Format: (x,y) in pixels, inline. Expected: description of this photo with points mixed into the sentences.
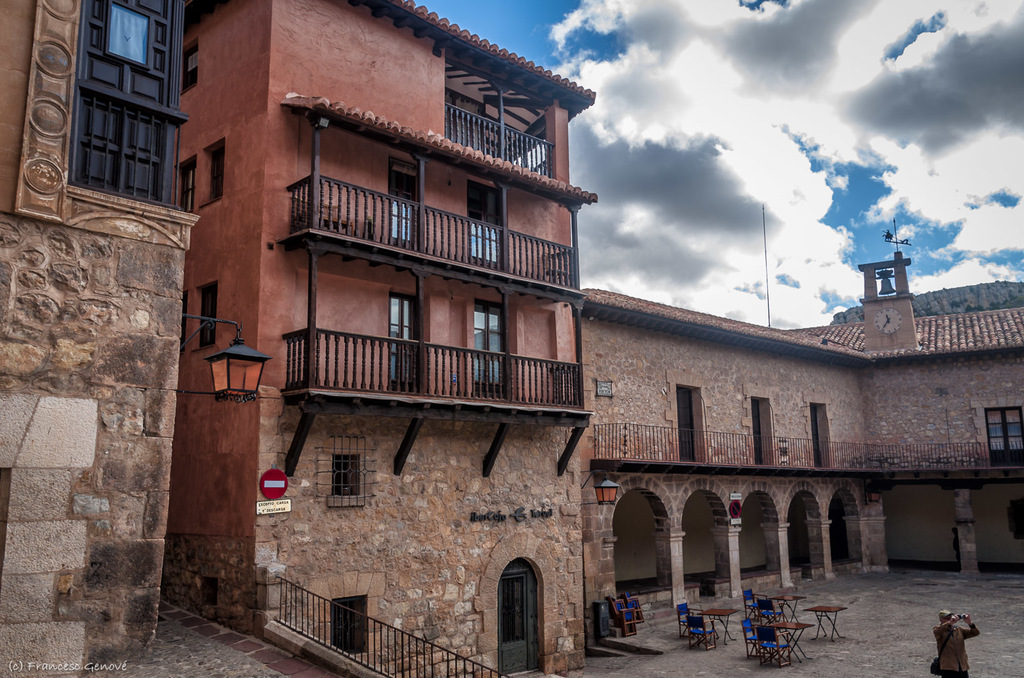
In this image in the center (427,343) there are some buildings (382,563), and at the bottom (641,621) there are some tables (800,600) and chairs (623,616) and one person (940,636) is standing and he is holding a camera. And in the center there is one light (229,374) and some boards (282,506), on the right side (880,324) there is one clock (881,329). At the top of the image (758,112) there is sky (747,173).
